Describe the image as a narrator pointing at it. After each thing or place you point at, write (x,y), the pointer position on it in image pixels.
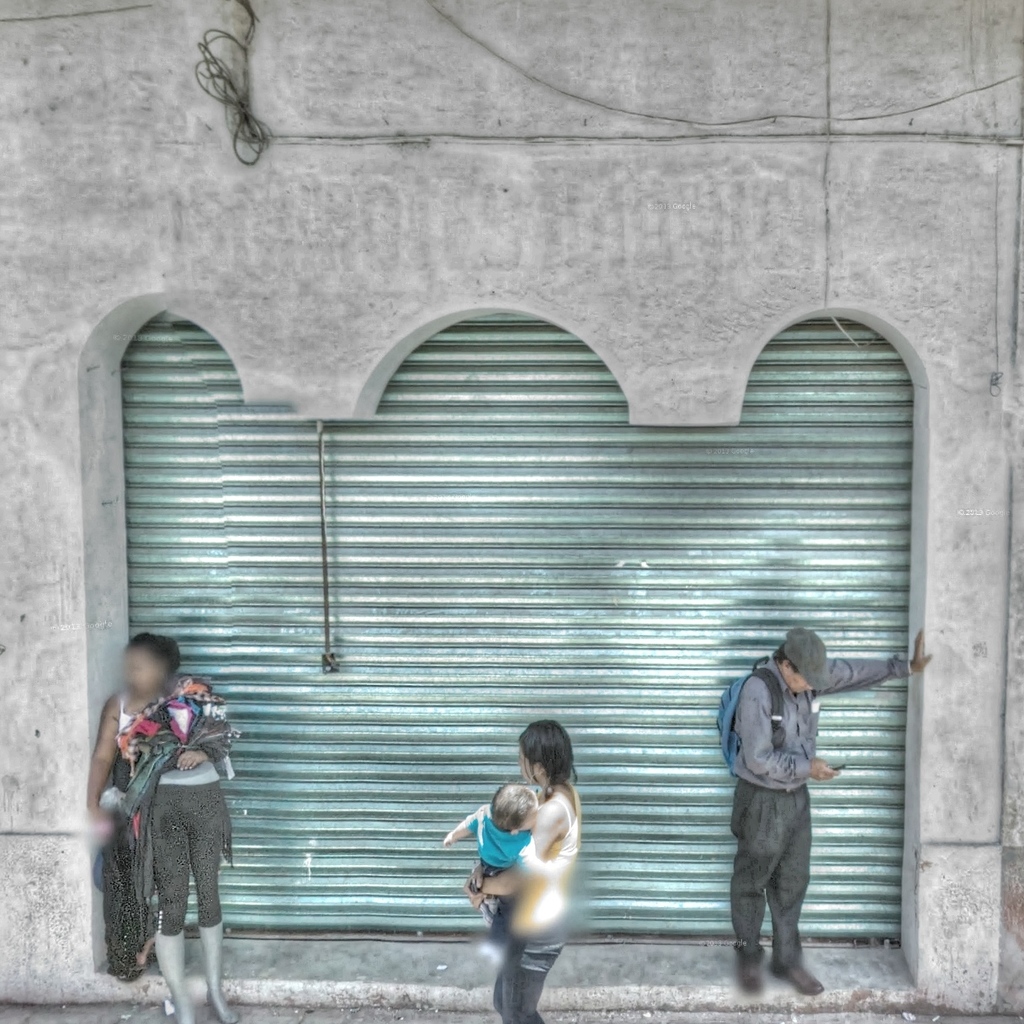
In the foreground of this image (168,843), there are four persons (765,785). Behind them, there is a shutter (439,594). On the top (336,192), there are cables (240,107) and the wall (553,253).
